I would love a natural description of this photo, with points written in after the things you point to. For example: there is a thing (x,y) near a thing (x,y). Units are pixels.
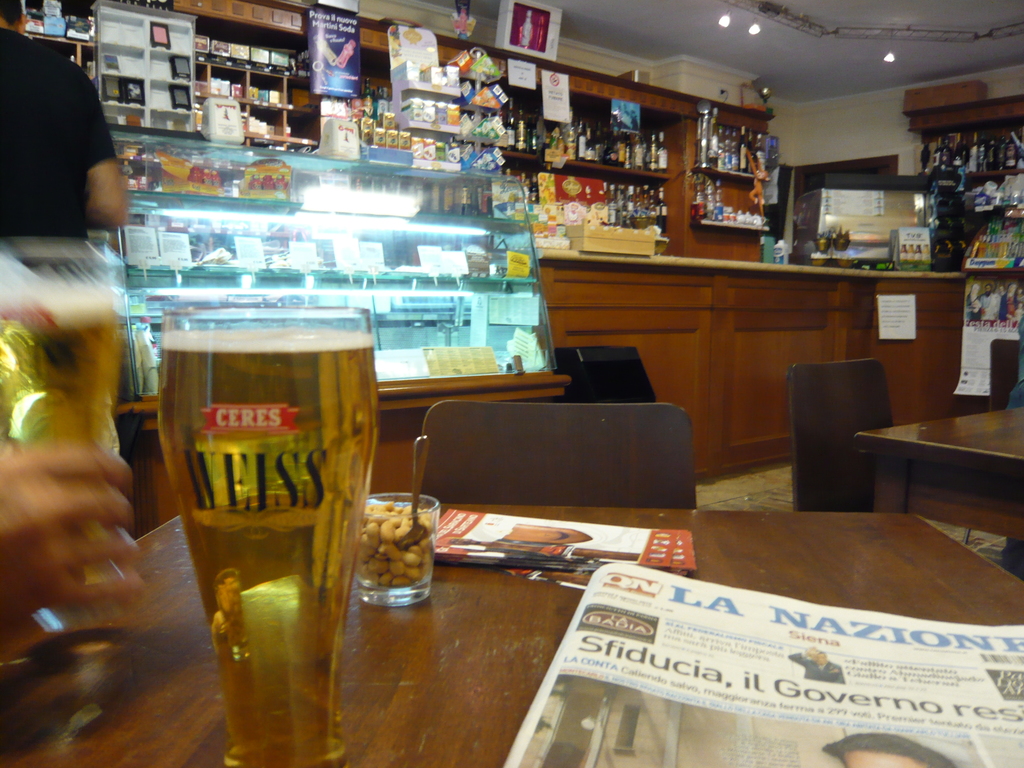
There is a news paper (698,683), magazine (668,539), a glass (438,519) filled with food items (393,537) and a spoon (416,496) and a glass (279,520) filled with drink (291,565). On the left side (70,600), there is a person (80,556) holding a glass (58,355) which is filled with drink (89,408). In the background (80,171), there is a person (77,154) standing near glass cupboard (438,337), near a wooden table (587,259), there are objects (768,151) arranged in shelves (561,106) near white wall (897,143) and there are lights (724,18) on the roof (787,44).
